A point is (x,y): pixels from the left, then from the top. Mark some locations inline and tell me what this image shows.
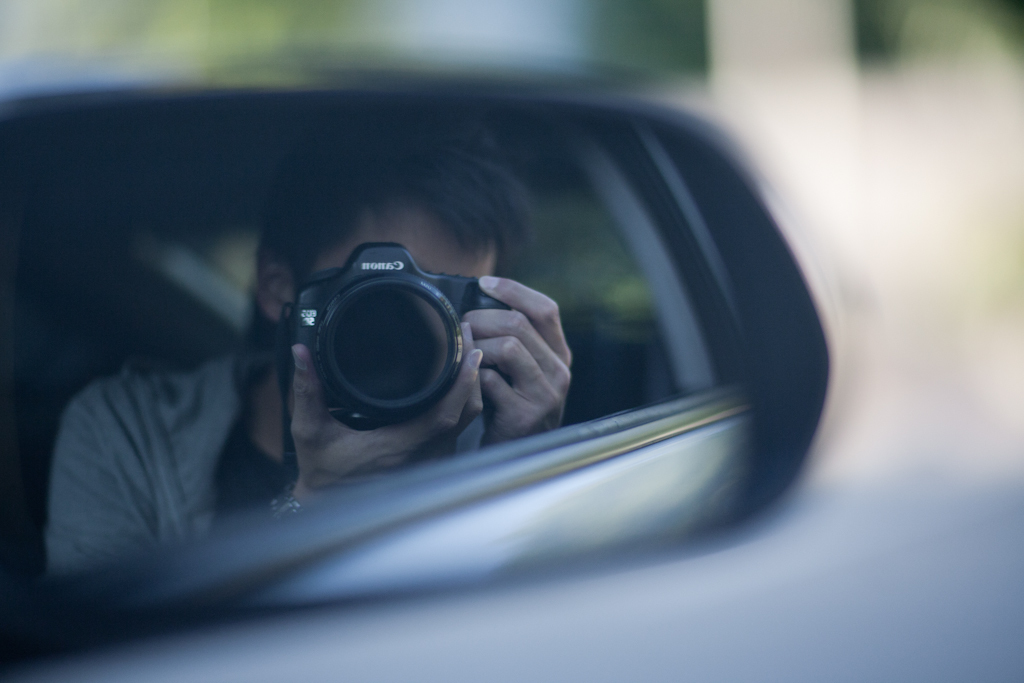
On the left side of this image (180,418) there is a mirror (155,263). In the mirror (350,346), I can see a person (327,446) who is holding a camera (360,385) in the hands (296,389). The background (845,186) is blurred.
